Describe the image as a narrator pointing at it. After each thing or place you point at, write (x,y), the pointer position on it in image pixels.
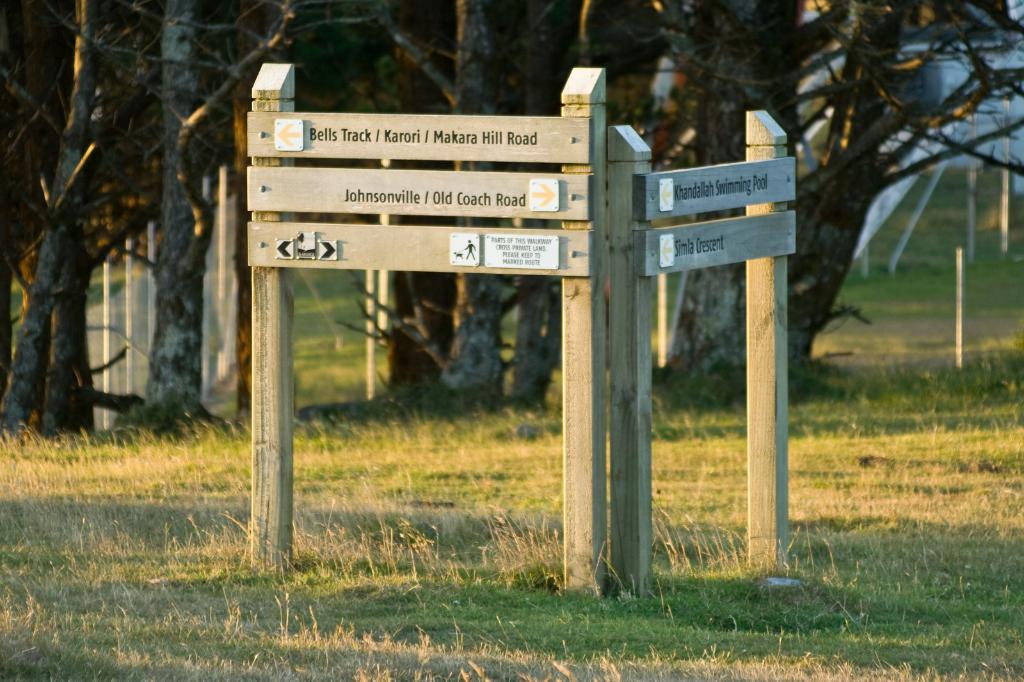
There is something written on a wooden object (572,214) which is attached to a stand (584,451) and the ground (602,610) is greenery (657,572) and there are trees (432,37) in the background (454,66).
